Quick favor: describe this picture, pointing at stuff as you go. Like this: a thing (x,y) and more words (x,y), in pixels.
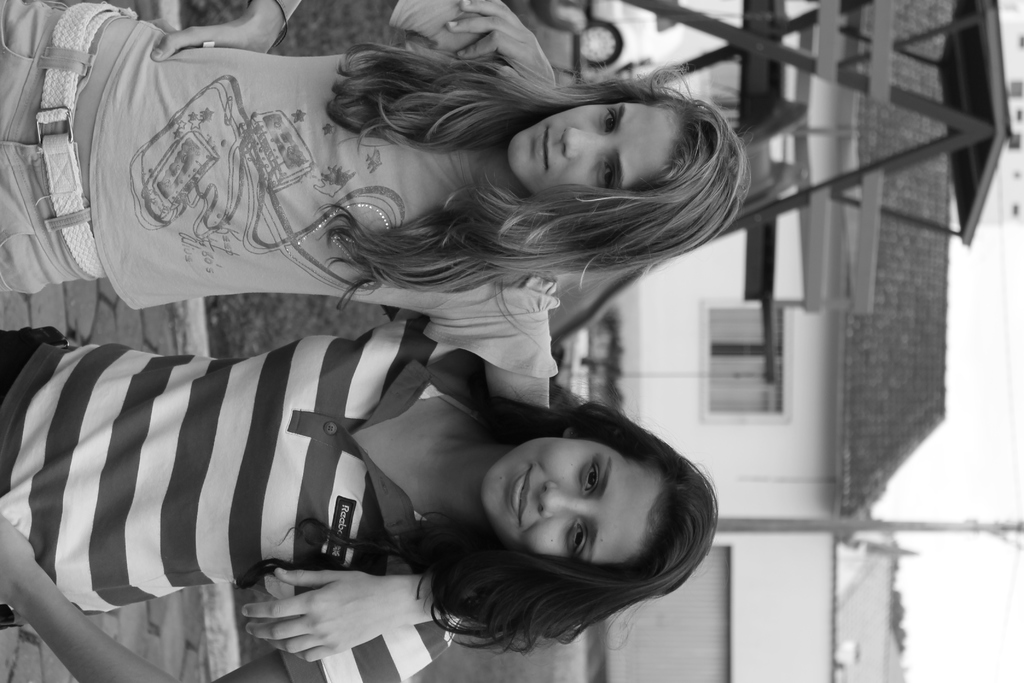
This is a black and white image. In the center of the image (462,327) there are two girls (363,217). In the background of the image (741,262) there are houses (750,462). There is a pole (1005,530).
